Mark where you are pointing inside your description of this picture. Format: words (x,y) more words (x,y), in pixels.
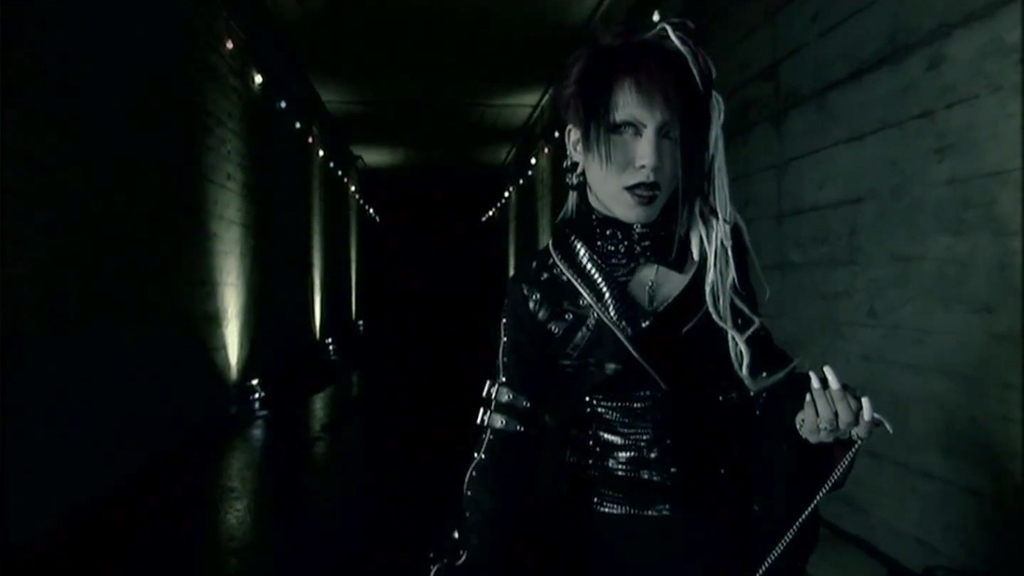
In this picture I see a woman (633,304) in front (626,197) who is standing and in the background (230,299) I see the walls (246,209) on which there are lights (366,208). I can also see that this image is in dark.
